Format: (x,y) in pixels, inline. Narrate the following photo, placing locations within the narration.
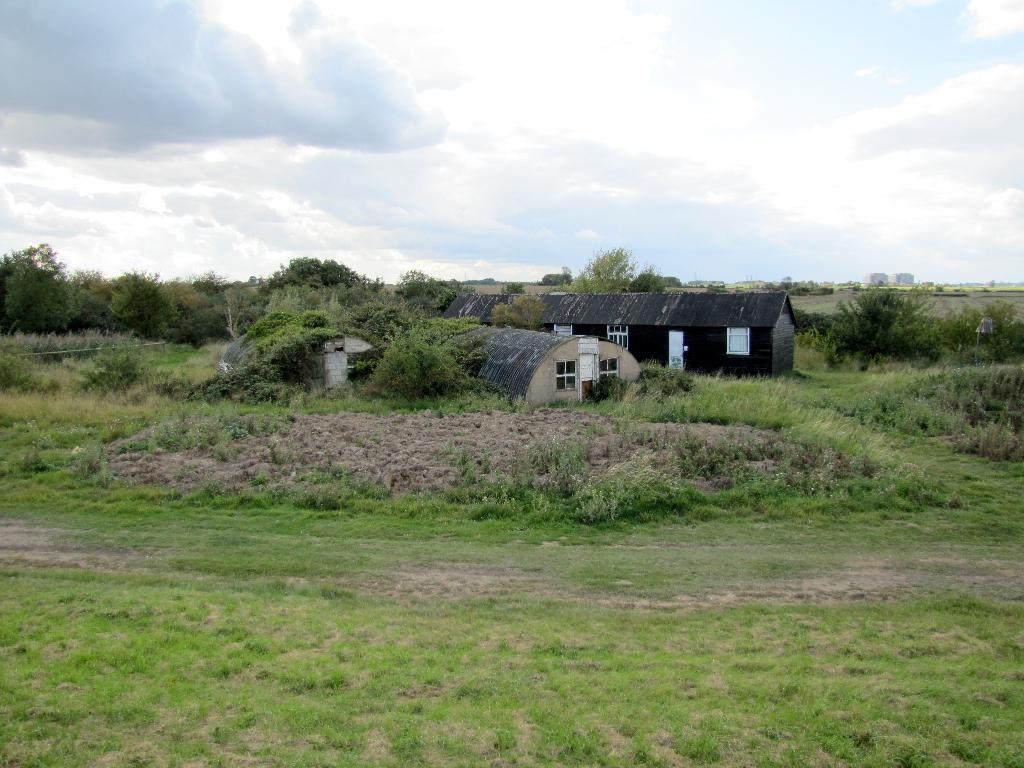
In this picture we can see some grass (143,442) on the ground (523,447). There are a few houses (665,328) and tree (427,281) in the background (483,293). Sky (537,184) is blue in color and cloudy.
